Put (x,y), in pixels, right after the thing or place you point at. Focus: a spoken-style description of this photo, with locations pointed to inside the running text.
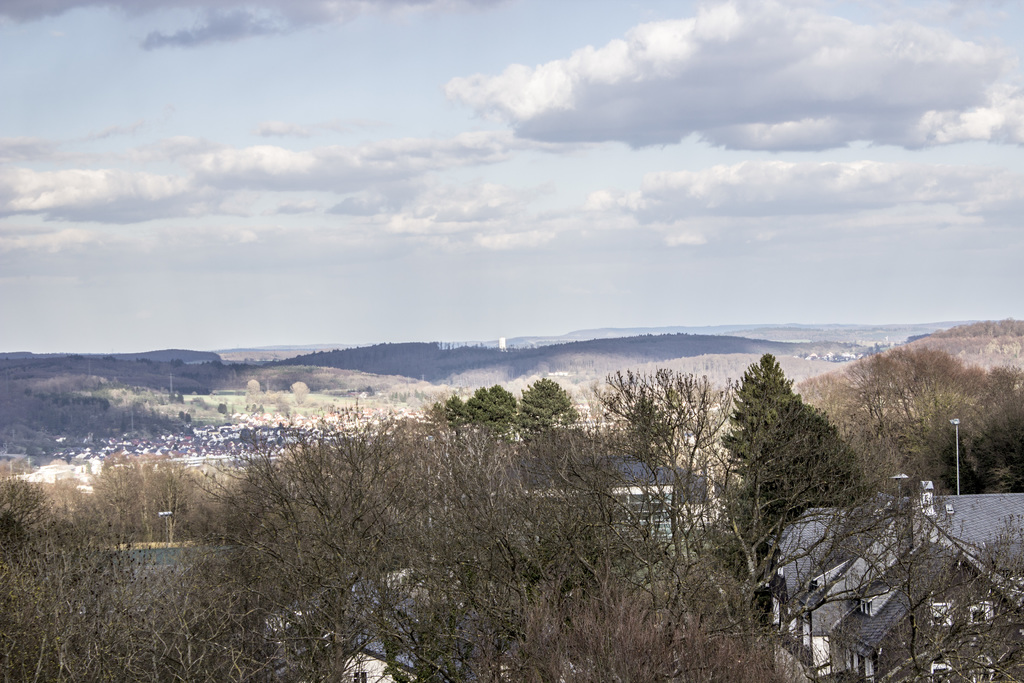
In this image we can see the trees (701,473) and houses (859,652), hills (39,366), at the top (186,220) we can see the sky (436,179) with clouds (445,162).
